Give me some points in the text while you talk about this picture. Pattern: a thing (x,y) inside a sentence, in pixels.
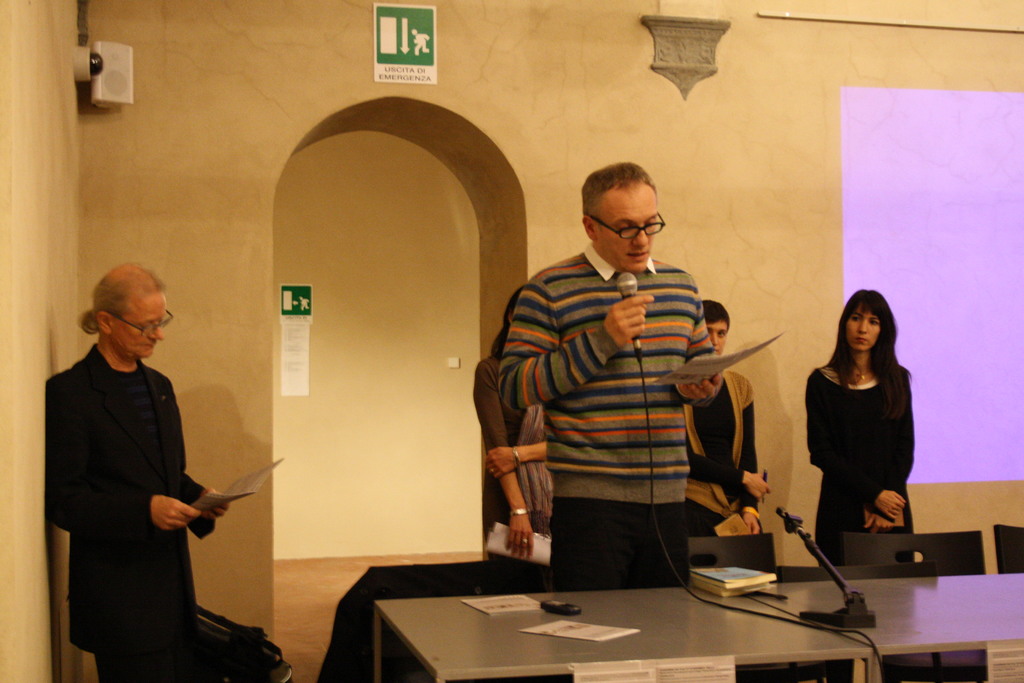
In this picture we can see a group of people (180,635), one person (626,516) is holding a mic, paper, two people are holding papers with their hands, here we can see a table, mic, books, chairs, sign board posters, speaker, CCTV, wall (397,157) and some objects (972,25).
